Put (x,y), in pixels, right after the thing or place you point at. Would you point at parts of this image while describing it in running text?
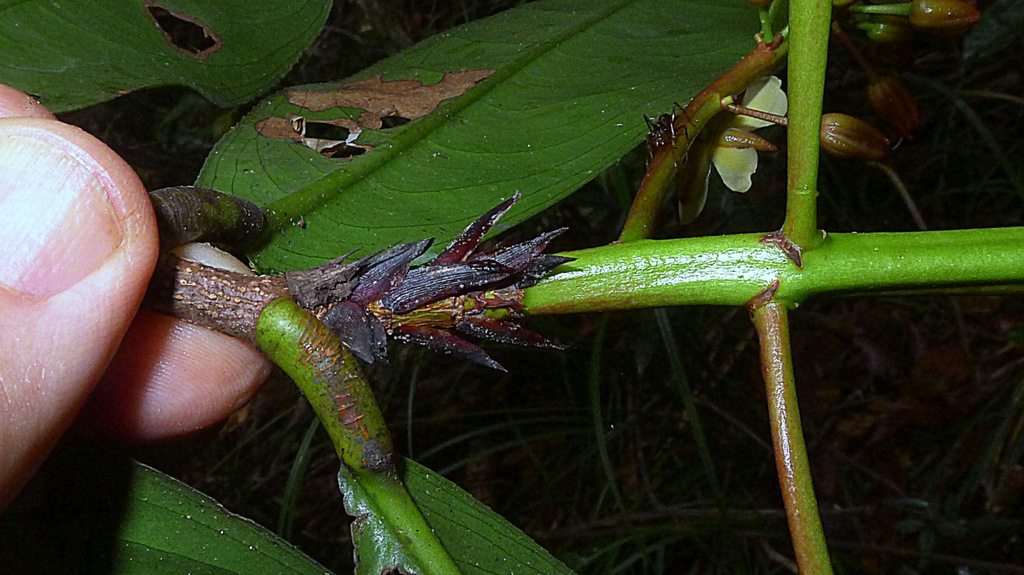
There is one human hand (232,351) is holding a stem (286,306) of a plant (247,320) as we can see on the left side of this image (185,309), and there are leaves (498,114) in the background (554,119). There is an insect (668,117) at the top of this image (671,115).
